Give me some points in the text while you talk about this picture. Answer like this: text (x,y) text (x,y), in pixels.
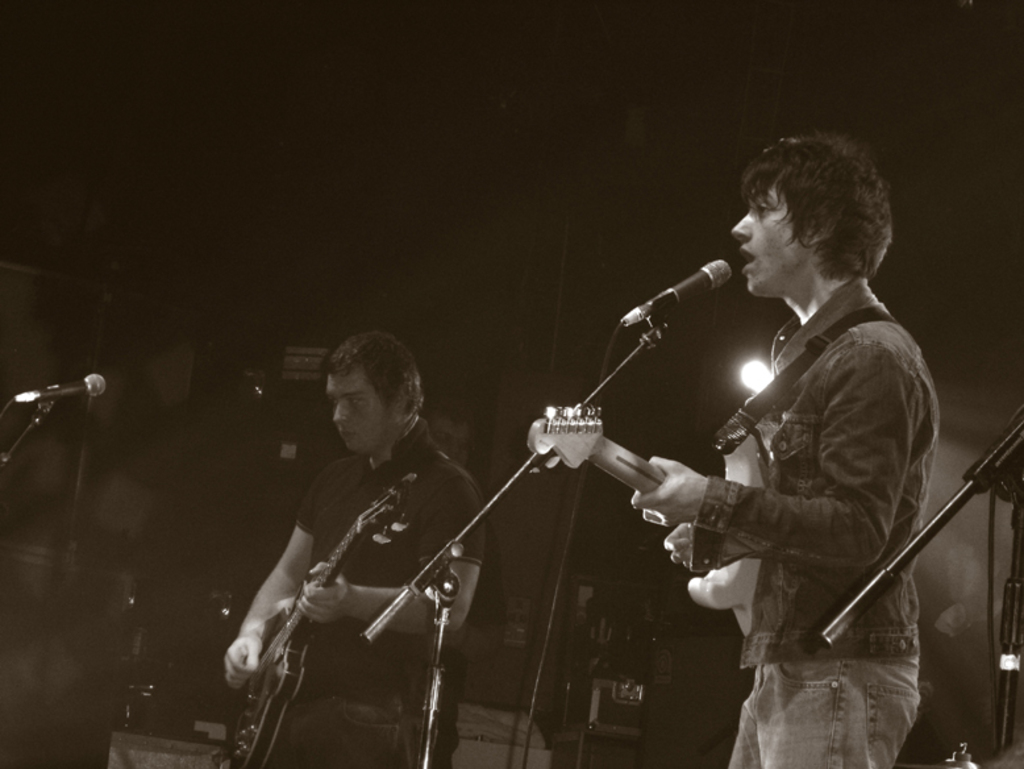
There are two men (830,318) standing, holding and playing guitar (299,623). One of them, on the right hand side of the image (856,354), is singing. In front of them, there is a mic (631,324) and stand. In the background (660,672), there is a light (754,379) and other material (657,642). On the right hand side (1010,581), there is a mic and stand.
